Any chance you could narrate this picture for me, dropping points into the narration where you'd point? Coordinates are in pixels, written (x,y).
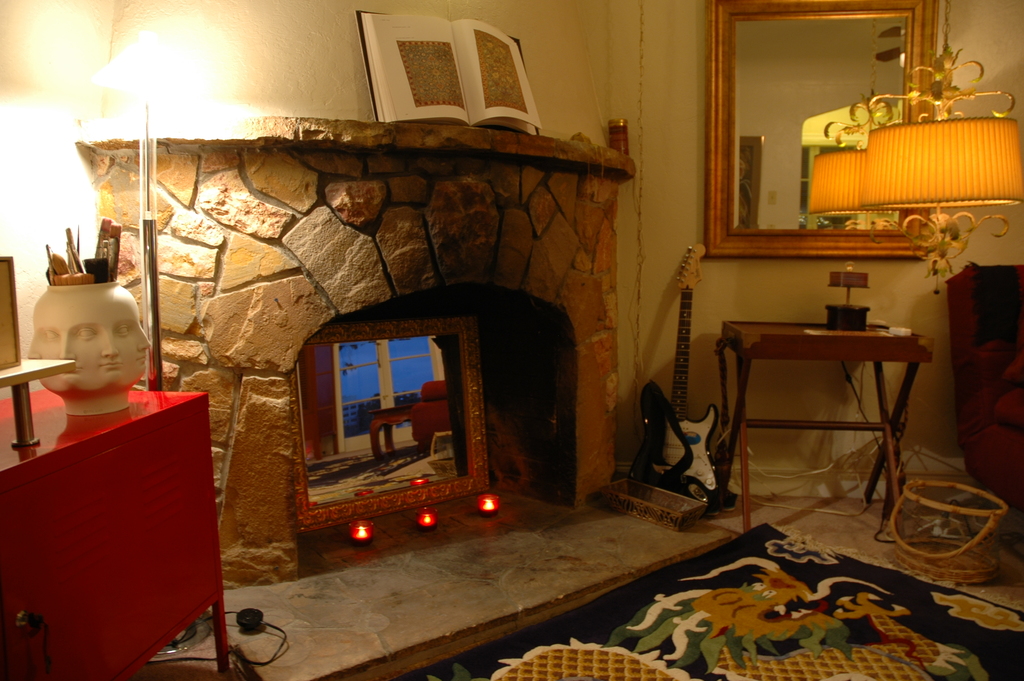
This picture is clicked inside the room (548,532). At the bottom (671,602), we see a black carpet (802,620). On the right side (978,400), we see a sofa chair (984,361), basket (968,498) and a table (913,380) on which a lamp (841,314) is placed. Beside that, we see a guitar (690,279). Behind that, we see a white wall (655,57) on which a mirror (746,16) is placed. On the left side (134,458), we see a red table (187,539) on which a white color object (90,349) and a stand (23,384) are placed. In the middle (524,287), we see the fireplace (260,373) and a book (525,113). In the background (152,19), we see a wall (545,55).
